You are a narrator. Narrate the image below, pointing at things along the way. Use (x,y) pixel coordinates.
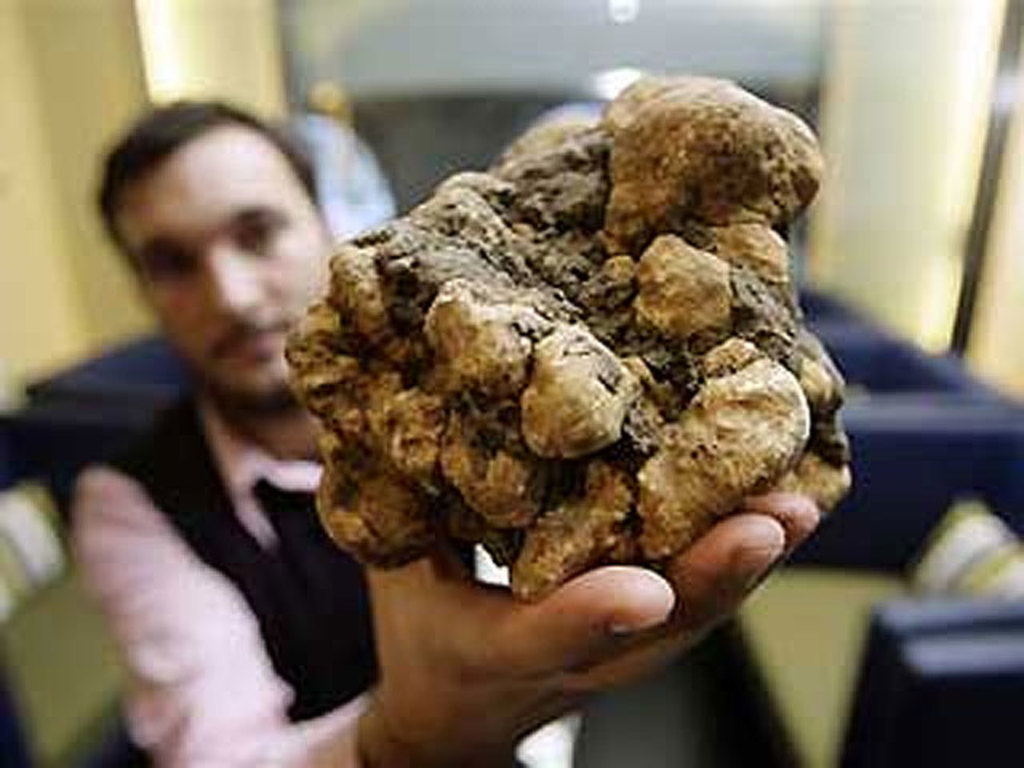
In this picture we can see a man (215,405) holding an object (818,446). Background (34,189) portion of the picture is blurred. We can see chairs (996,422) and cushions (21,546).
